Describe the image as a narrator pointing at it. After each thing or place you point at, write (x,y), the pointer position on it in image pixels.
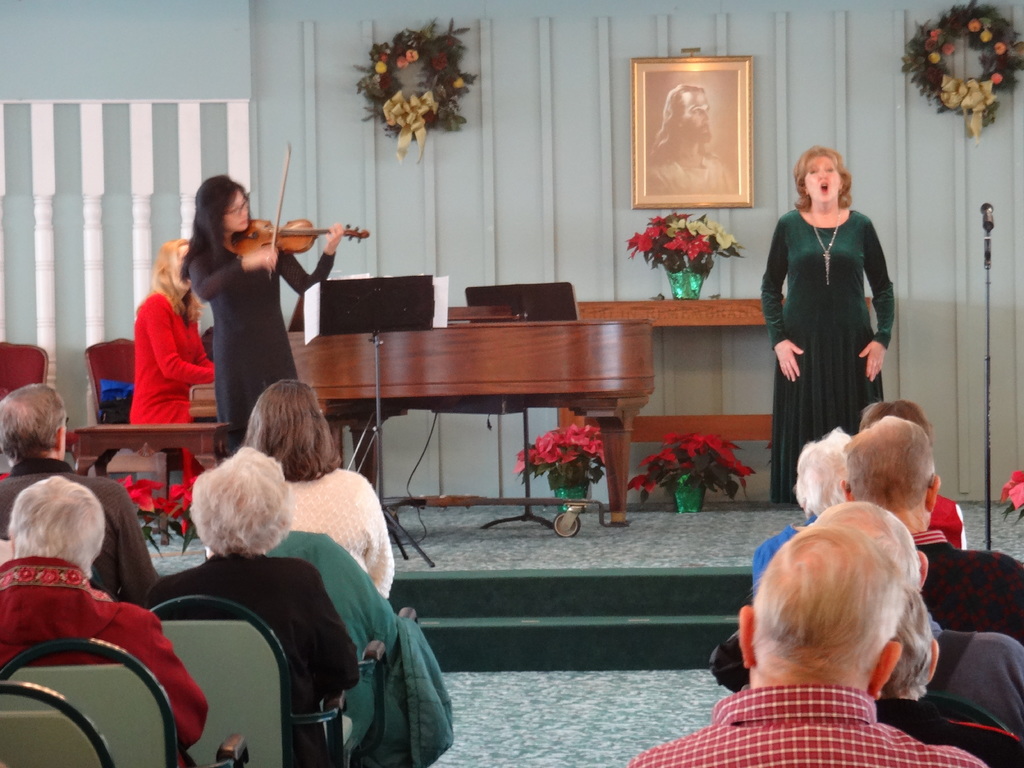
In this image I can see a group of people (224,569) among them few are sitting on a chair (178,620) and few are standing and the woman (265,277) on the left side (237,266) is playing musical instrument (247,242).
